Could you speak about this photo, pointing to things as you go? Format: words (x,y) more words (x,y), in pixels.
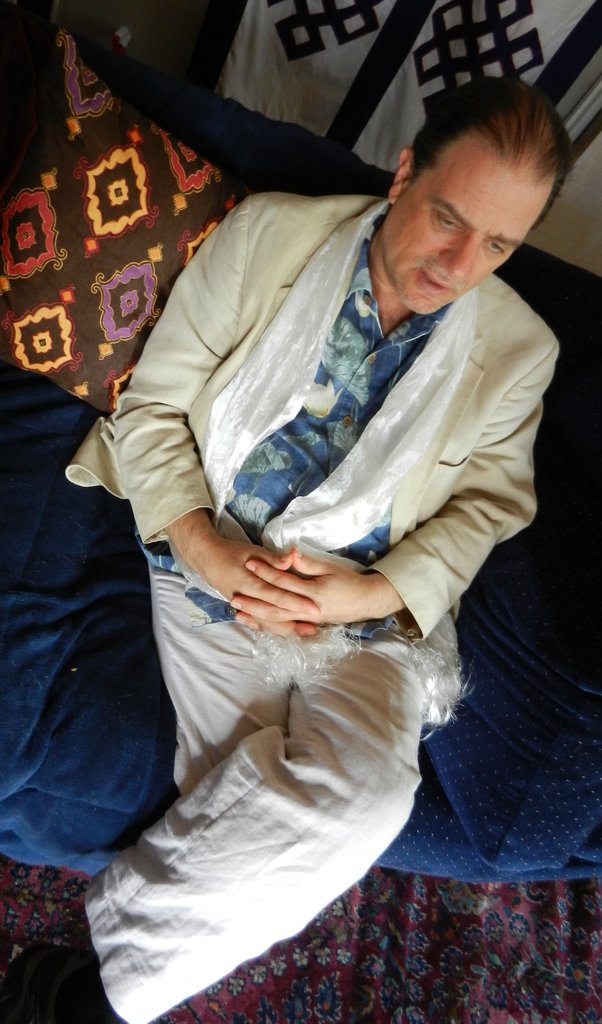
In the image there is a man (221,354) in white suit (467,390) sitting on a sofa (99,621) and behind him there is a cloth (479,52) on the wall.
